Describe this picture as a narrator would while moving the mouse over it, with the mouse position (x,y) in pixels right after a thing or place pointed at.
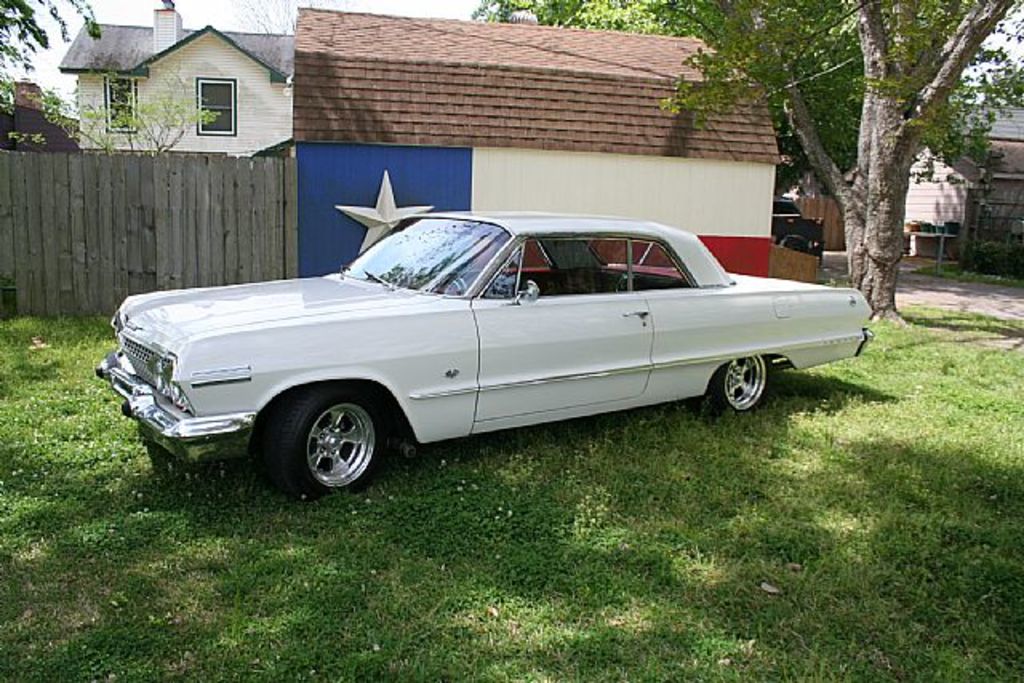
Here I can see a white color car (432,351) on the ground (477,538). In the background (427,126) there is a building (301,102) along with the trees (835,116). At the bottom of the image (566,629) I can see the grass (192,608).
